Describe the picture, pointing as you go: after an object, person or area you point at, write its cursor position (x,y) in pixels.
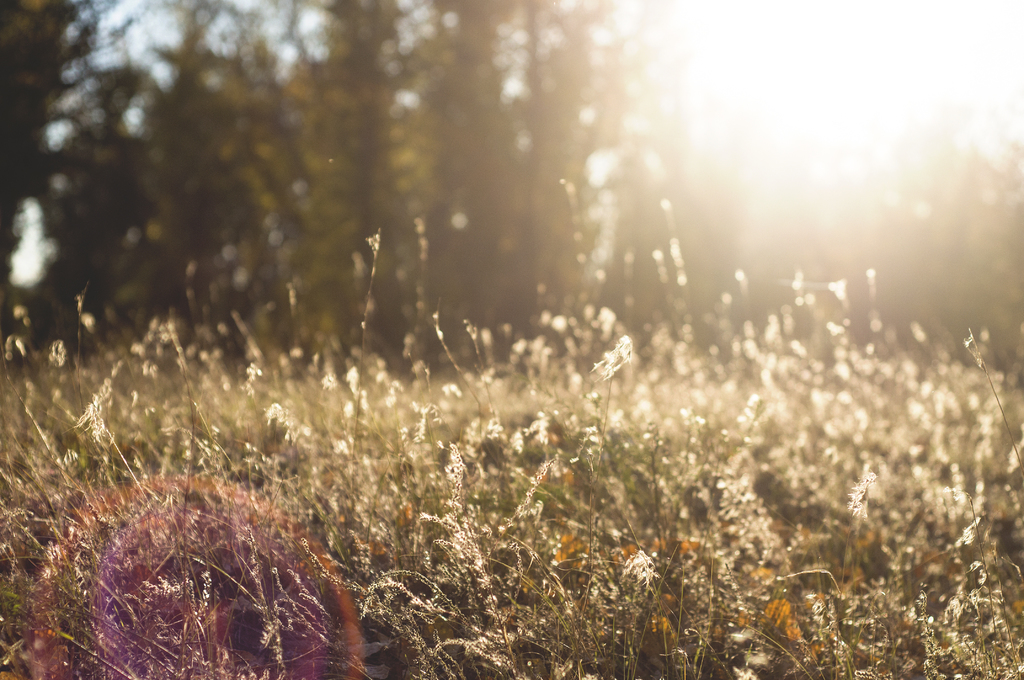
This picture is taken from outside of the city. In this image, we can see some plants (352,454). In the background (143,222), we can see some trees (267,266). At the top (746,61), we can see white color.
